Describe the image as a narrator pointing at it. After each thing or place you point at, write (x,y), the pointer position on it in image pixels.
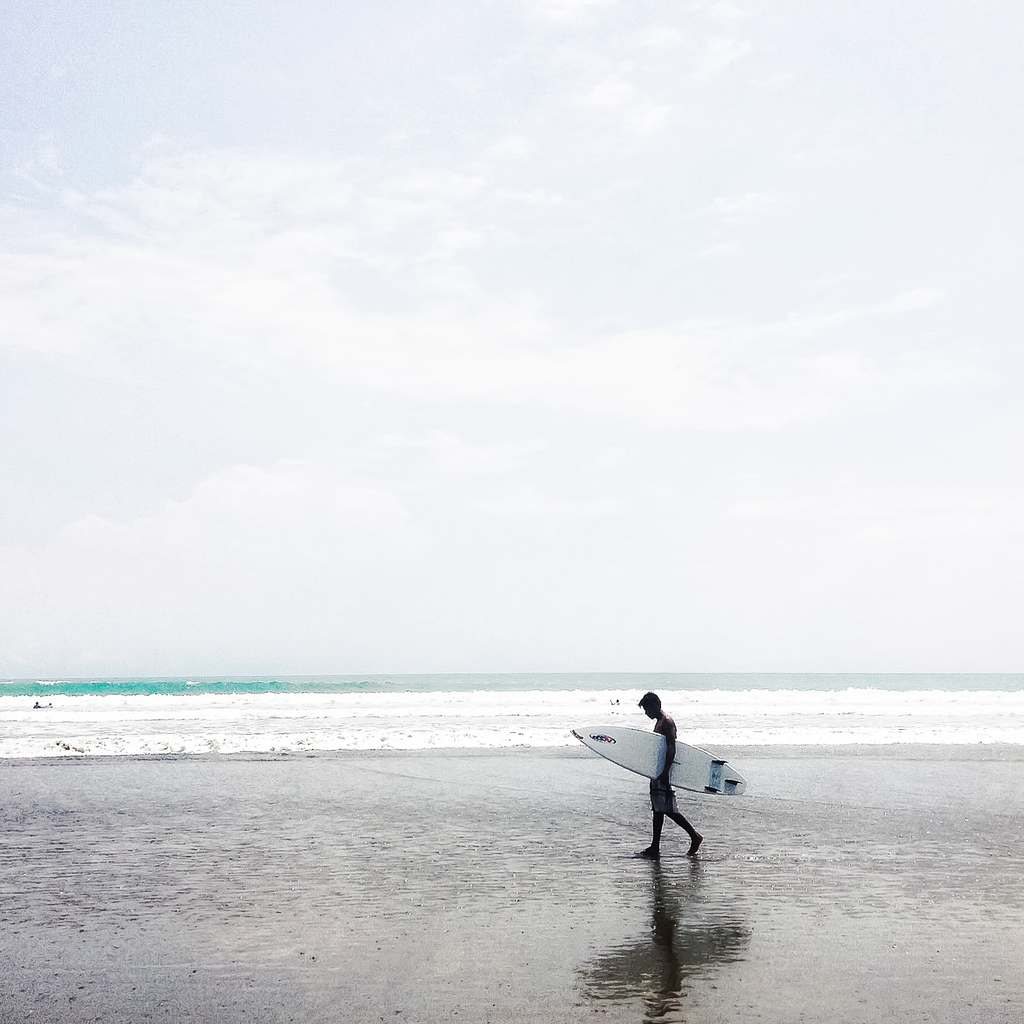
In this image the man (686,830) is holding a surf board (658,763) at the background (432,744) we can see water (473,707) and a sky (372,501).
